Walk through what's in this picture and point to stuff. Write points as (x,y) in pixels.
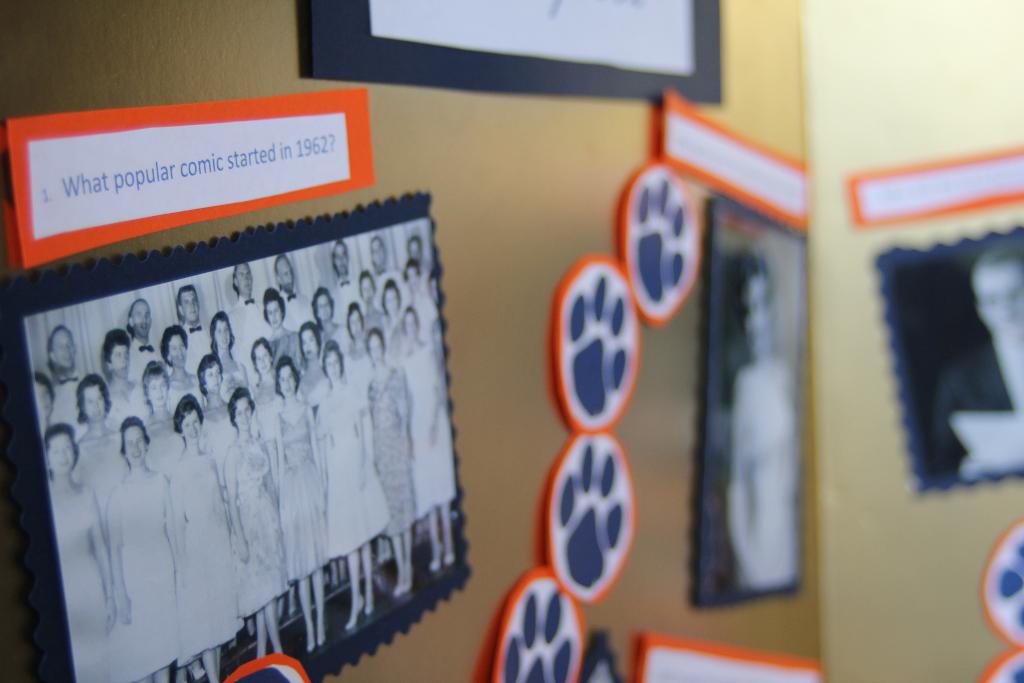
In this image we can see many photos (754,355) and its descriptions (234,180) on the wall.
